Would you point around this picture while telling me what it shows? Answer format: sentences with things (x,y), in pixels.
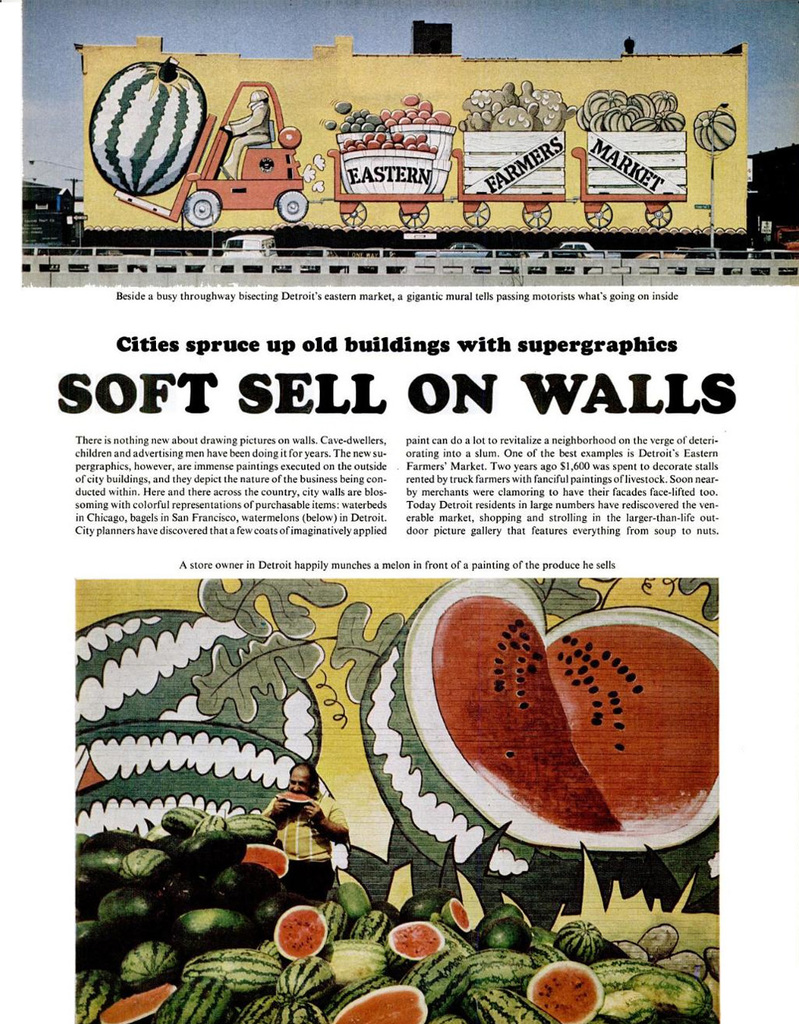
In this image, we can see a picture (495,926), there is a watermelon (366,703) on the picture (566,663), there is SOFT SELL ON WALLS is printed on the page (758,463).
